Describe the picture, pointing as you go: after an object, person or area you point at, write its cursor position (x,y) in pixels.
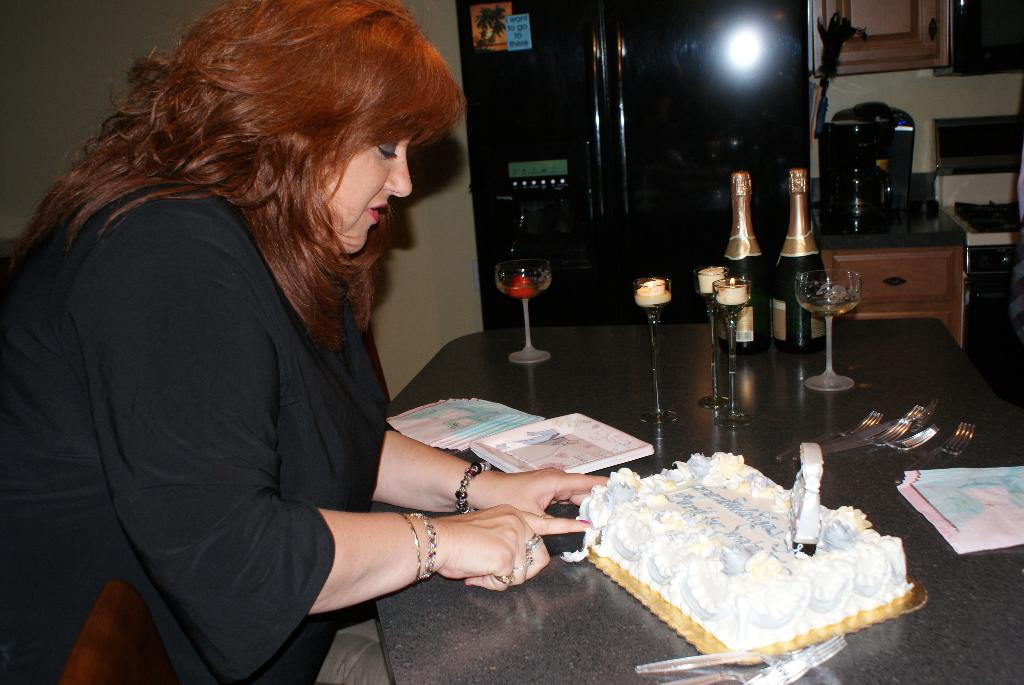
In this image I can see on the left side (306,544) a woman (325,541) is sitting and cutting the cake (647,568), she wore black color dress (310,448). On the right side (809,332) there are wine glasses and wine bottle (743,263) on this table (880,461).
